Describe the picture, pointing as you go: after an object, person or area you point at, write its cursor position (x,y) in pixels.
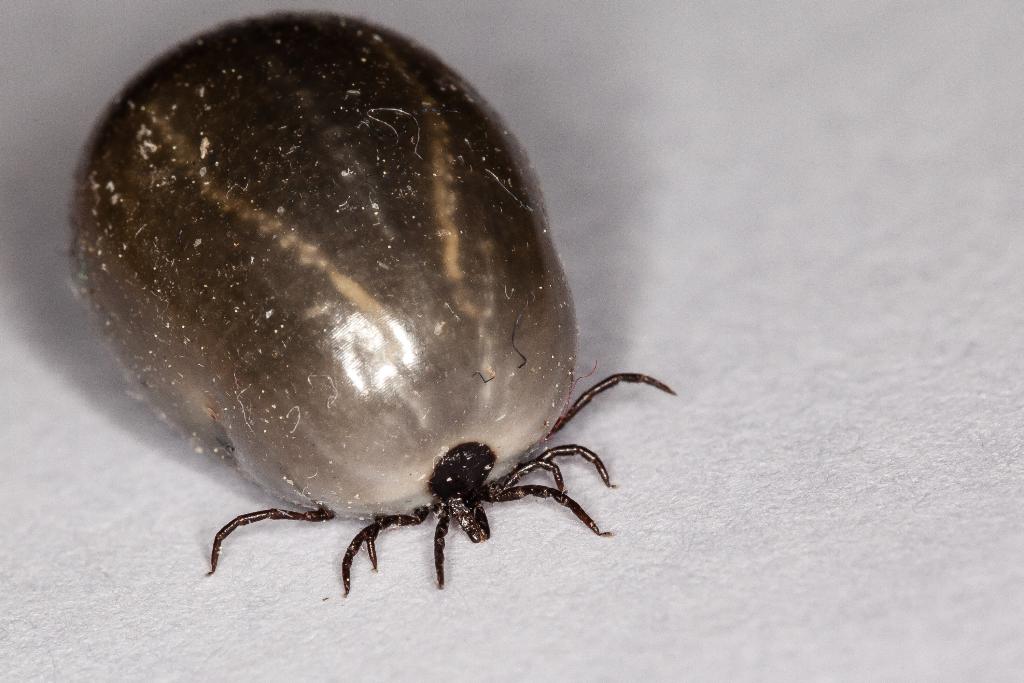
In this image we can see an insect (416,396) and the background (815,121) is white.
